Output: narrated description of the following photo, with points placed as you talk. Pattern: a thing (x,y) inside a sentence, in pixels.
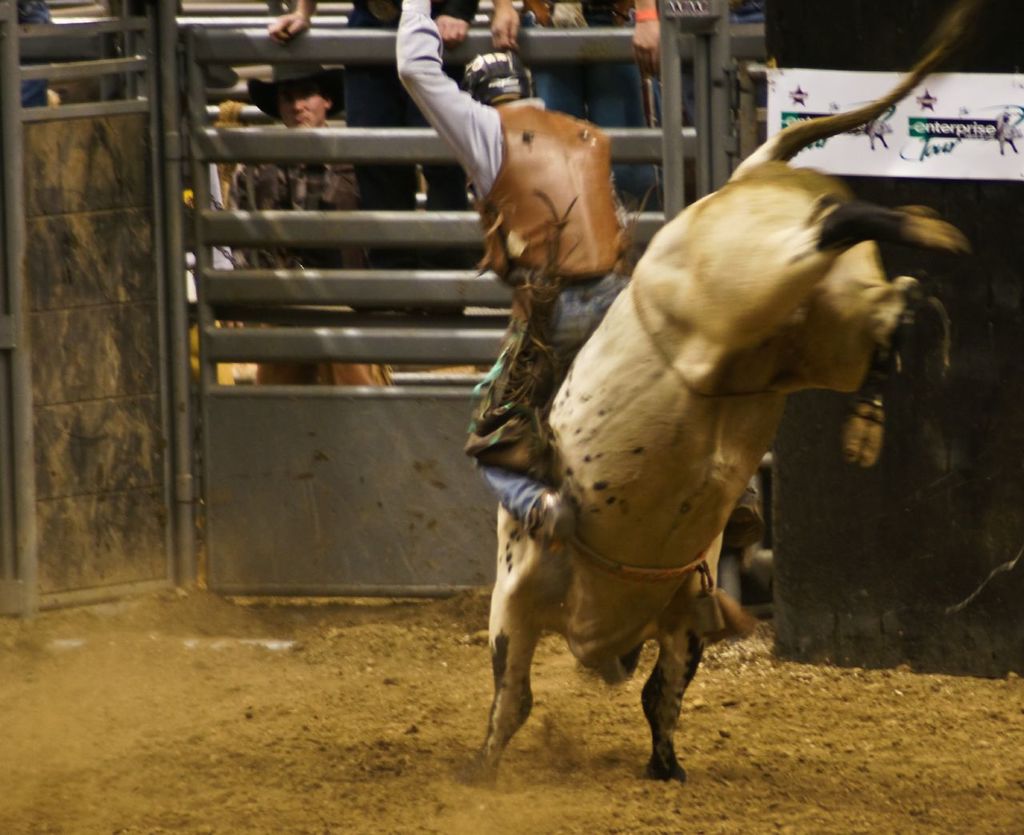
In this image, we can see a person (596,285) on the animal (889,99) and he is wearing a coat (521,145) and a helmet (509,92). In the background (403,246), there are gates (667,62) and we can see a board (922,109) with some text (911,122) and logos (969,126) and there are some people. At the bottom (297,758), there is ground (251,773).
